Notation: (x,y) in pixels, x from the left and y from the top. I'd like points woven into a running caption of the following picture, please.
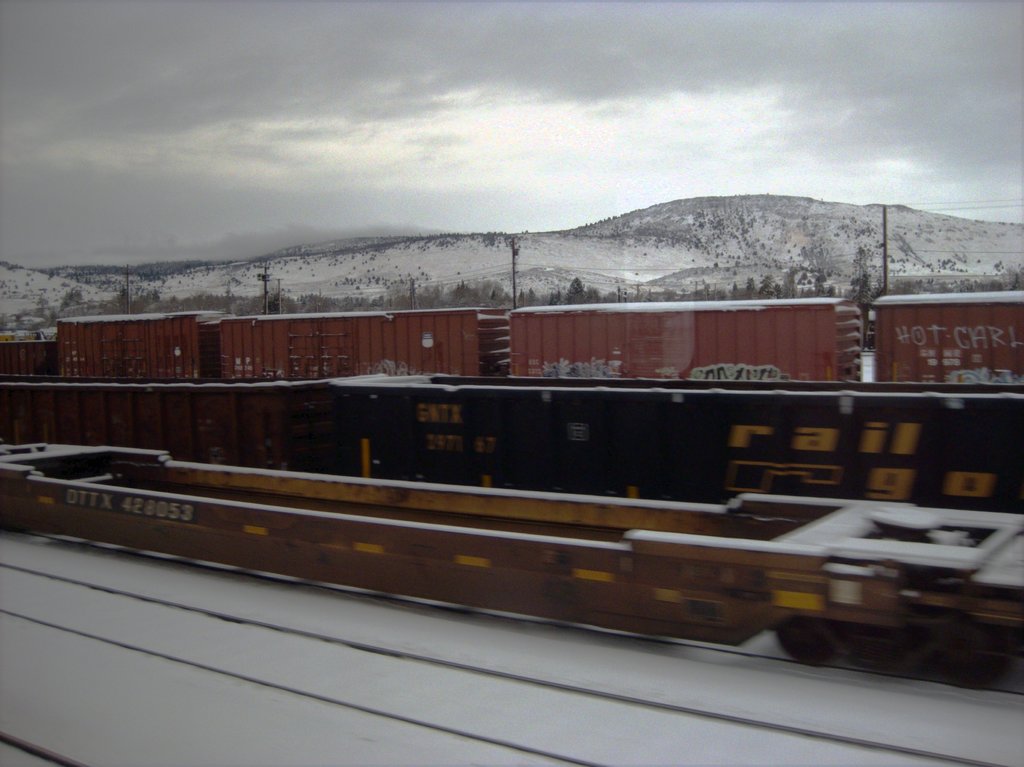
In this image I can see in the middle (464,369) there are trains (729,481), at the bottom (262,671) it looks like the snow (243,664). At the back side (277,282) there are hills (607,282), at the top (668,158) it is the cloudy sky (688,169).
